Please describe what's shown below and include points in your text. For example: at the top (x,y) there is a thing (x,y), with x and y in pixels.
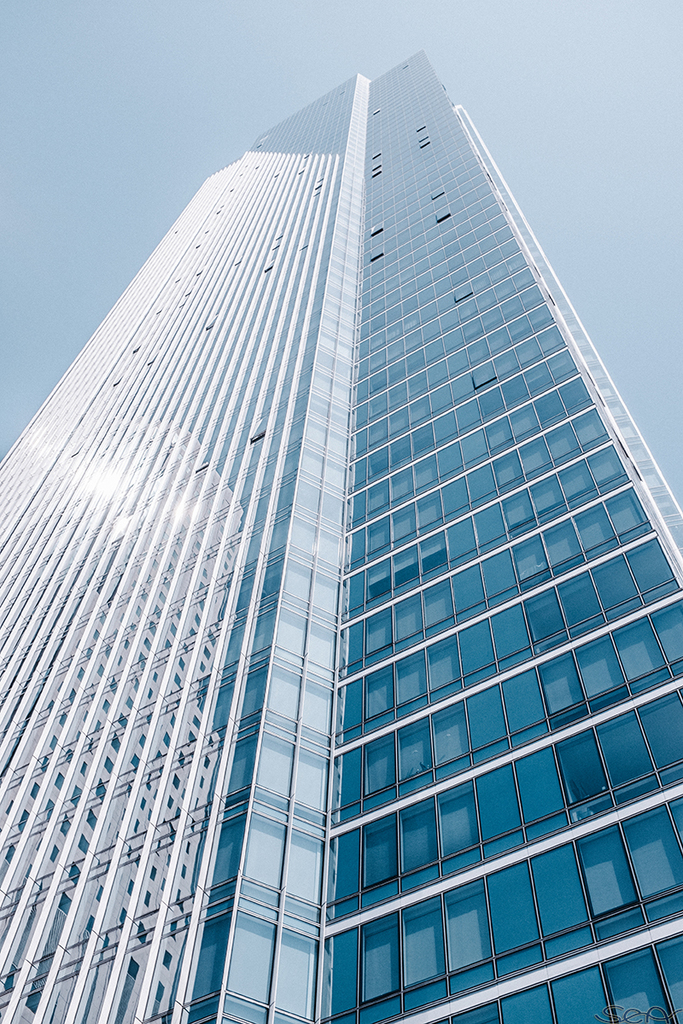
This is building (334,464), this is sky (269,90).
